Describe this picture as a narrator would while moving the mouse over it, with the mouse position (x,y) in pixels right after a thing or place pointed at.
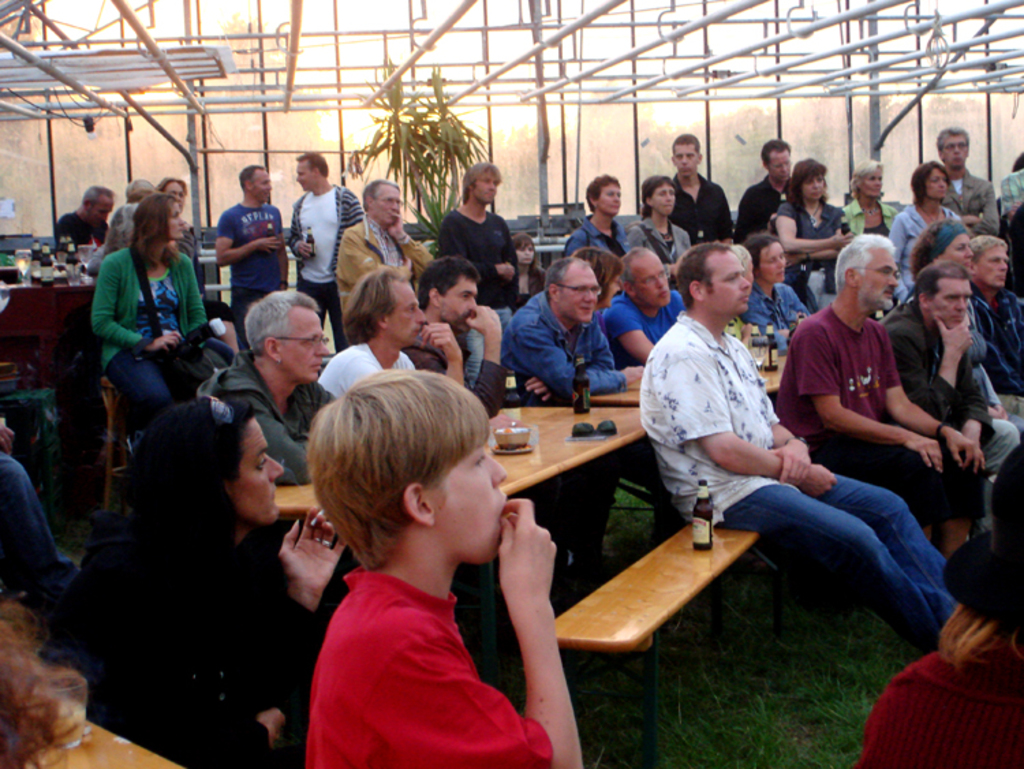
On the background (415,117) we can see plant (418,134) and bottles (53,278) on the table (70,290). We can see few persons (338,199) standing. We can see all the persons (901,421) sitting on benches (718,529). This is a grass (697,721).
